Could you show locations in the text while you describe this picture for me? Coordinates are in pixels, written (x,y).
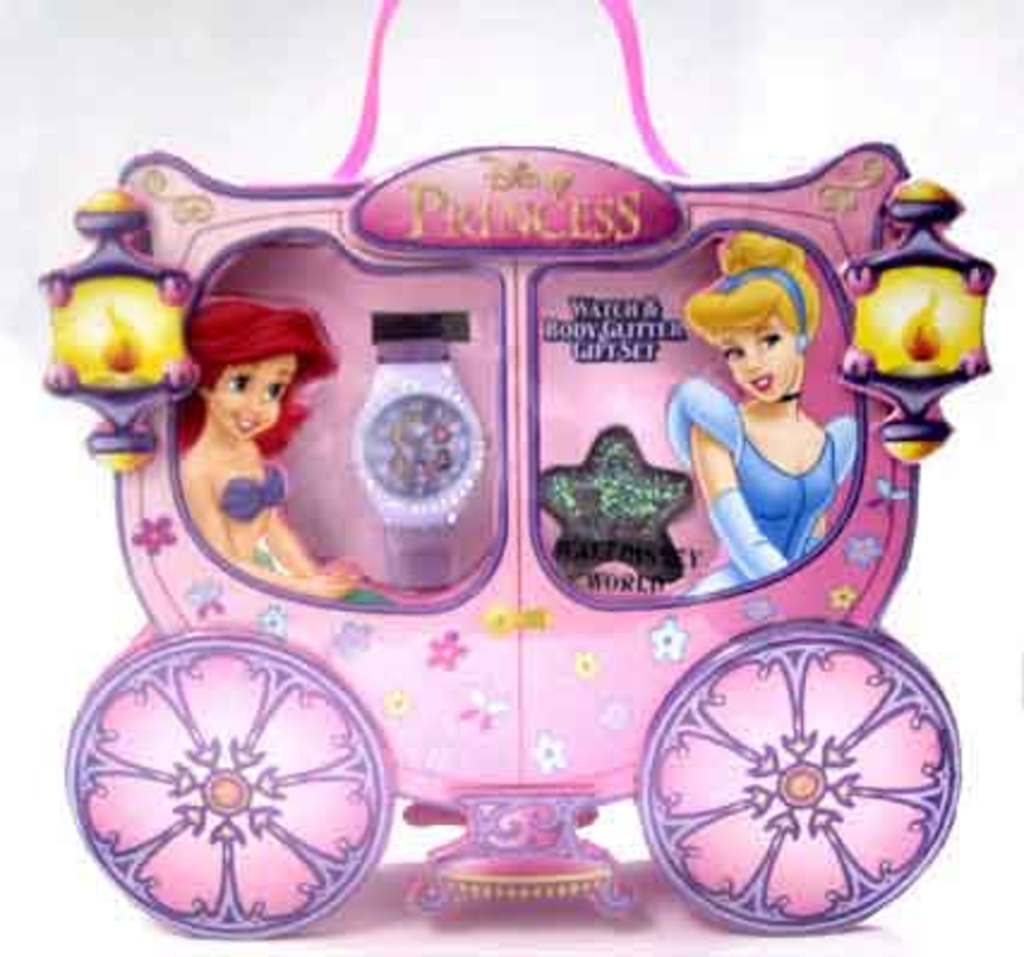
In the center of the image (357,354) there is a vehicle (286,714) and we can see a mermaid (320,597) and a princess (742,549) sitting in the vehicle (612,594). There is a watch (400,404) and lights (99,316).
